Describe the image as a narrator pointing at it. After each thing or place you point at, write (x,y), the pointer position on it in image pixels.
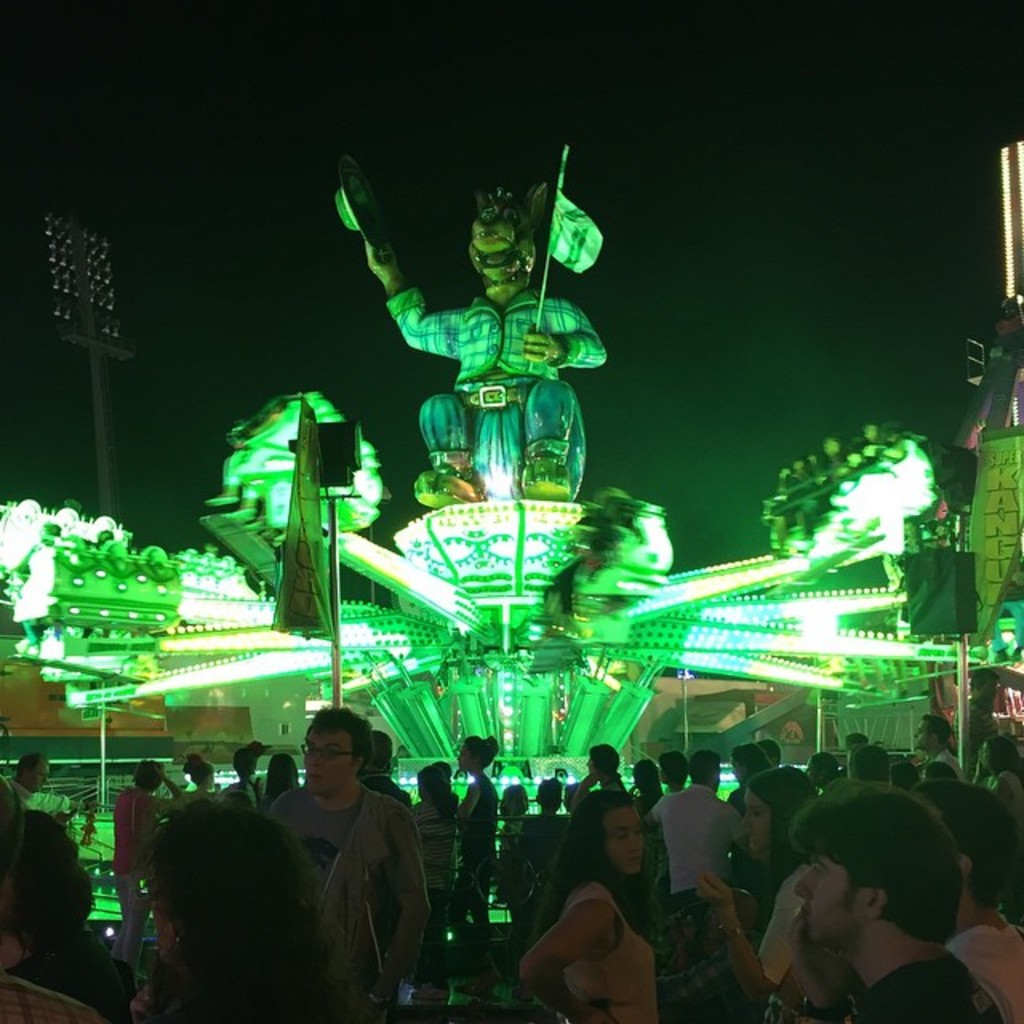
In this image, we can see persons (580,880) wearing clothes (396,830). There is a fun ride (441,536) in the middle of the image (446,491). There is a pole (108,483) on the left side of the image (111,425). There is a sky (468,52) at the top of the image (631,46).
